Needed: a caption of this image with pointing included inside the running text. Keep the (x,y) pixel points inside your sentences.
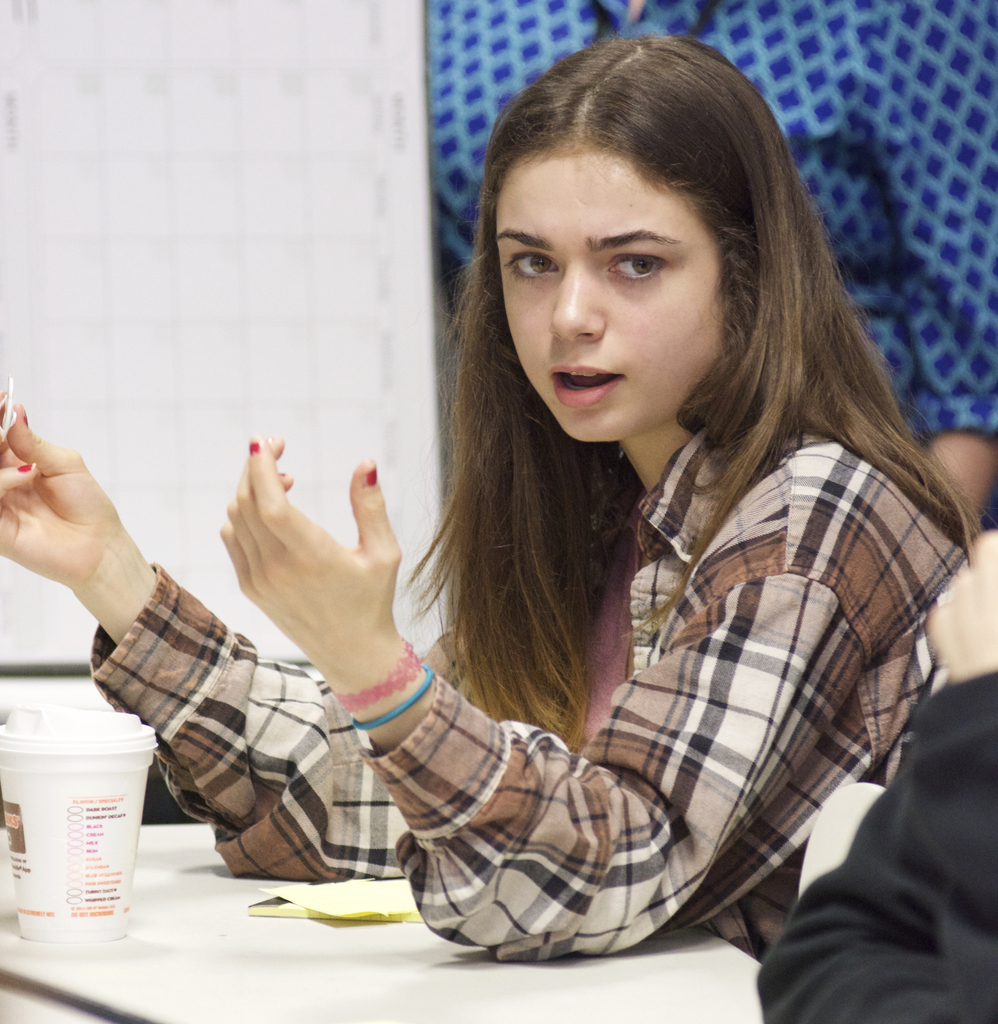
On the right side (882,468), there is a woman (878,445) sitting, speaking and placing both elbows (530,847) on a white color table (335,948), on which there is a cup (47,825). Beside her, there is a person (948,846). In the background (924,88), there is a person (875,36) in a shirt (922,70) and there is a white wall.
